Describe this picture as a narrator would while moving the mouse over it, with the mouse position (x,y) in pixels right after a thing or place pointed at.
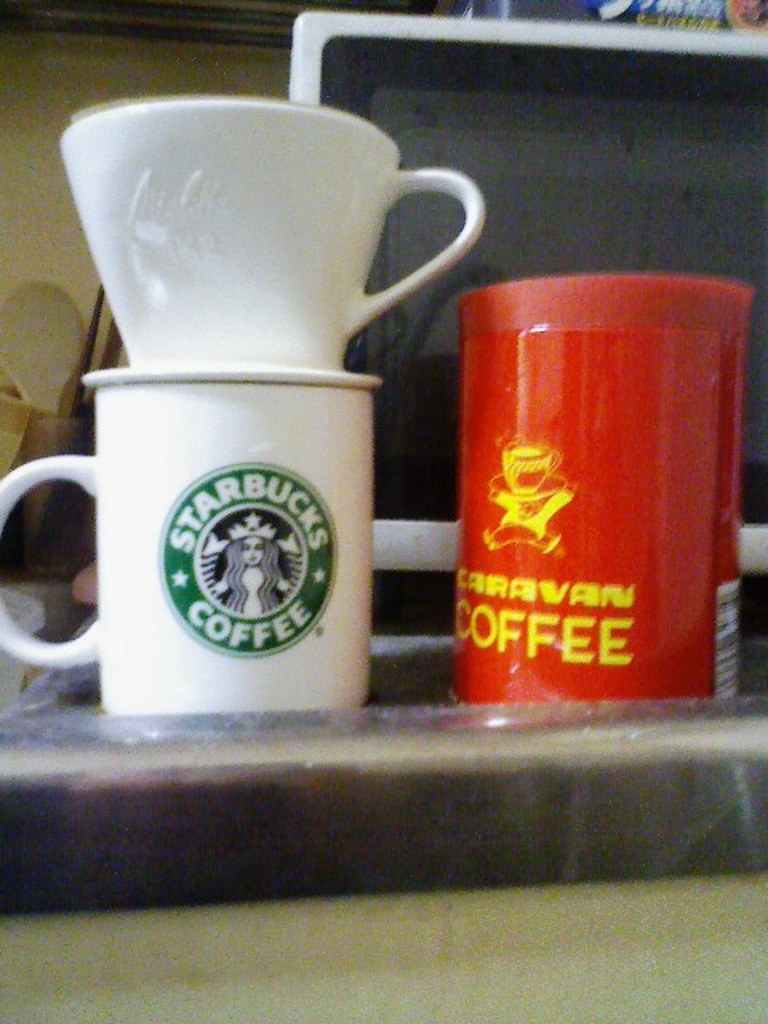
In the foreground of this picture (384,836) we can see some objects (283,258). In the center (293,523) we can see the cups (242,340) with the text (286,505) and we can see the depiction (268,561) of a person (257,562) on the cup (260,466). On the right (598,403) there is an object (545,601) with the text (573,651) and the depictions (561,497) of some objects (551,480). In the background (24,370) we can see a device (518,122) which seems to be the microwave oven (507,202) and we can see some objects (77,334) which seems to be the spoons (68,340) and we can see some other objects (73,556) in the background (678,17).
